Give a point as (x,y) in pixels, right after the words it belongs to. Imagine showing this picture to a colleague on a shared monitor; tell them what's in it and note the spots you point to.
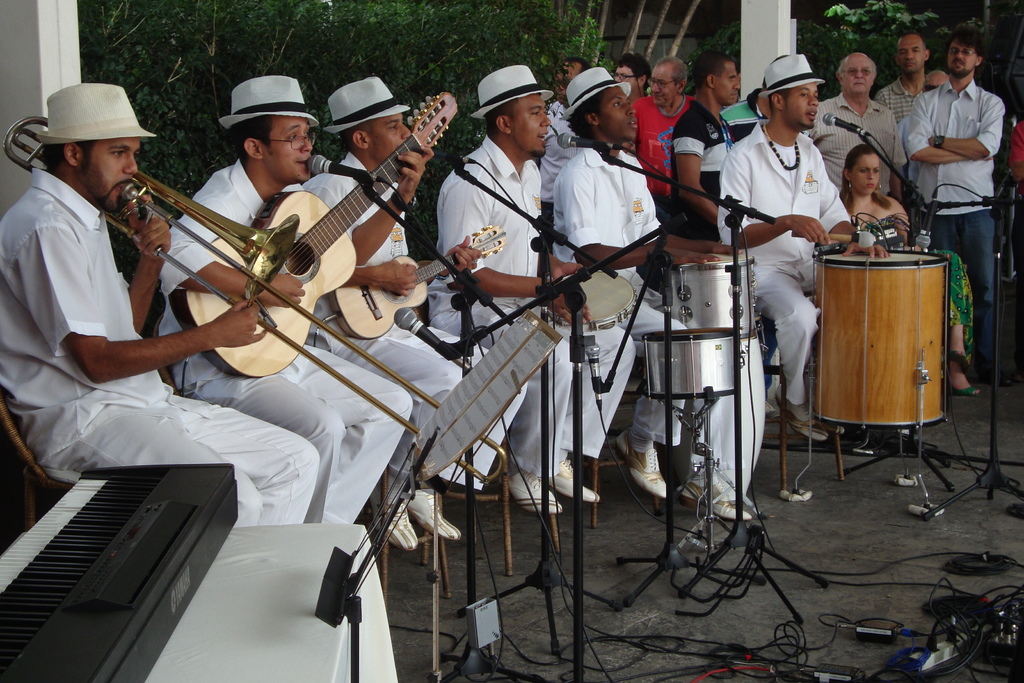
There is a group of people (732,182). They are sitting on a chairs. They are playing musical instruments (817,358). They are wearing a caps (777,77). We can see in background (770,28) trees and pillars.
